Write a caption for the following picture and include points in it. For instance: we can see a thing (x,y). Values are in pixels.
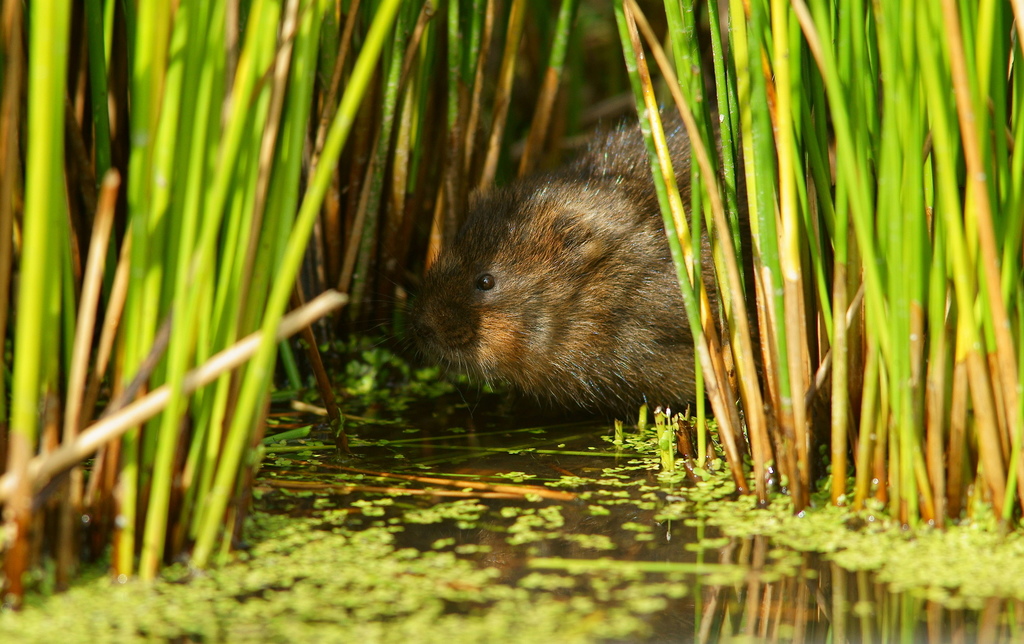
In this image we can see an animal (519,298) in the water (495,394), there are some plants (253,349) and leaves (350,372).
